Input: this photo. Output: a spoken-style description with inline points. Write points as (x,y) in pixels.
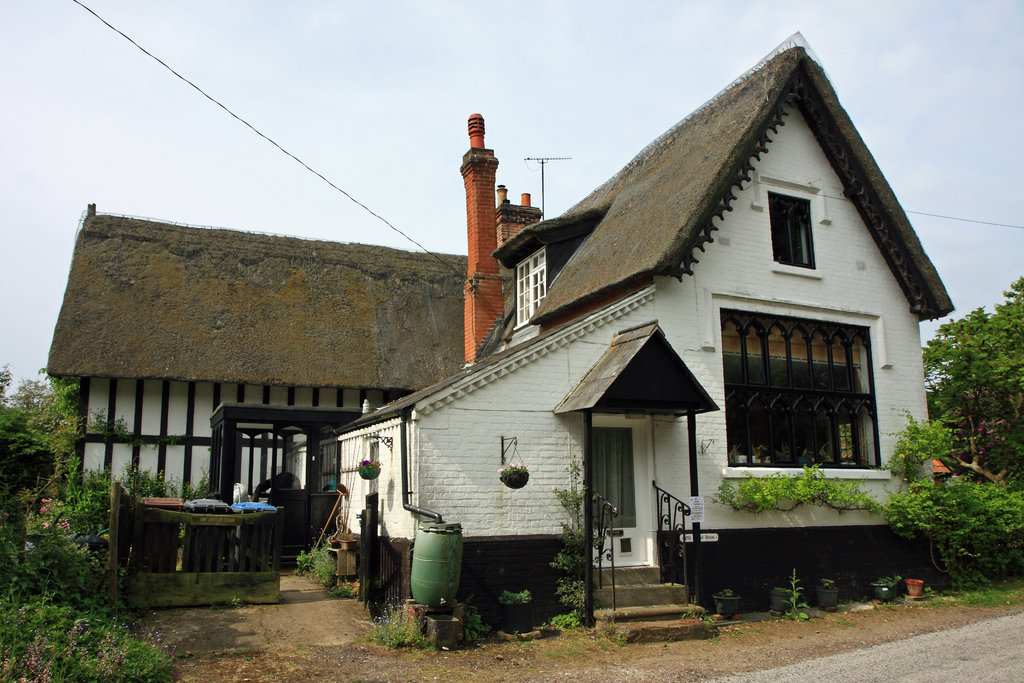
In this image there is a house (411,390) and we can see trees (1019,495). At the bottom (954,648) there is a road (994,649). In the background (376,162) there is sky (384,127).
